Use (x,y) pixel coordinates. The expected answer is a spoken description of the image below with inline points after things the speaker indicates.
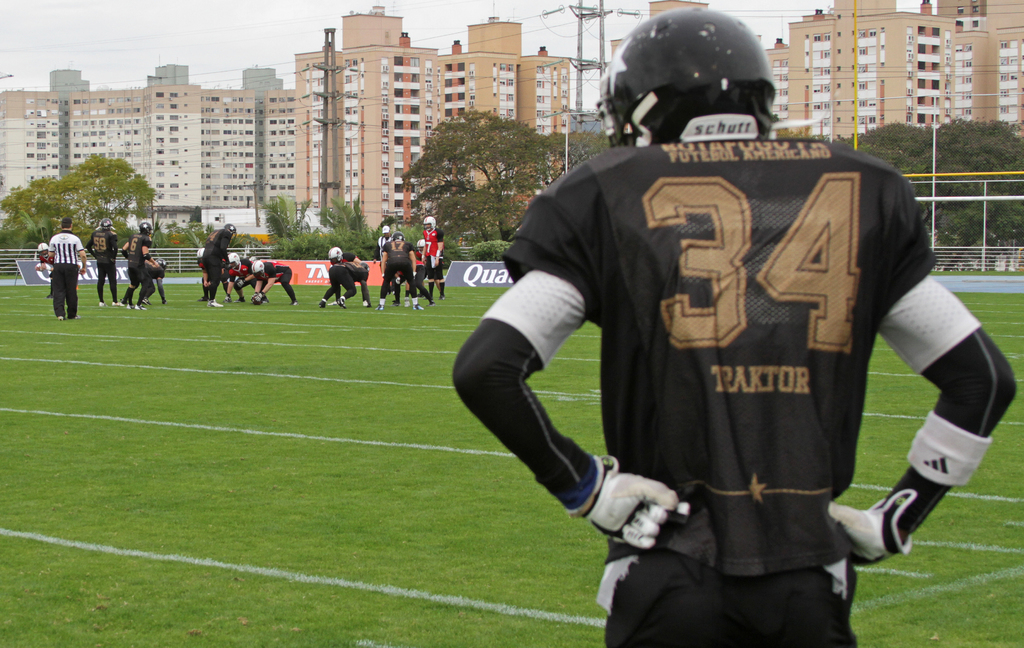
In this image, we can see a few people (60,307) are playing a game on the grass (316,490). Background (17,240) we can see trees (1004,188), buildings (296,162), poles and wires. Top of the image (226,45), there is a sky (226,35).
